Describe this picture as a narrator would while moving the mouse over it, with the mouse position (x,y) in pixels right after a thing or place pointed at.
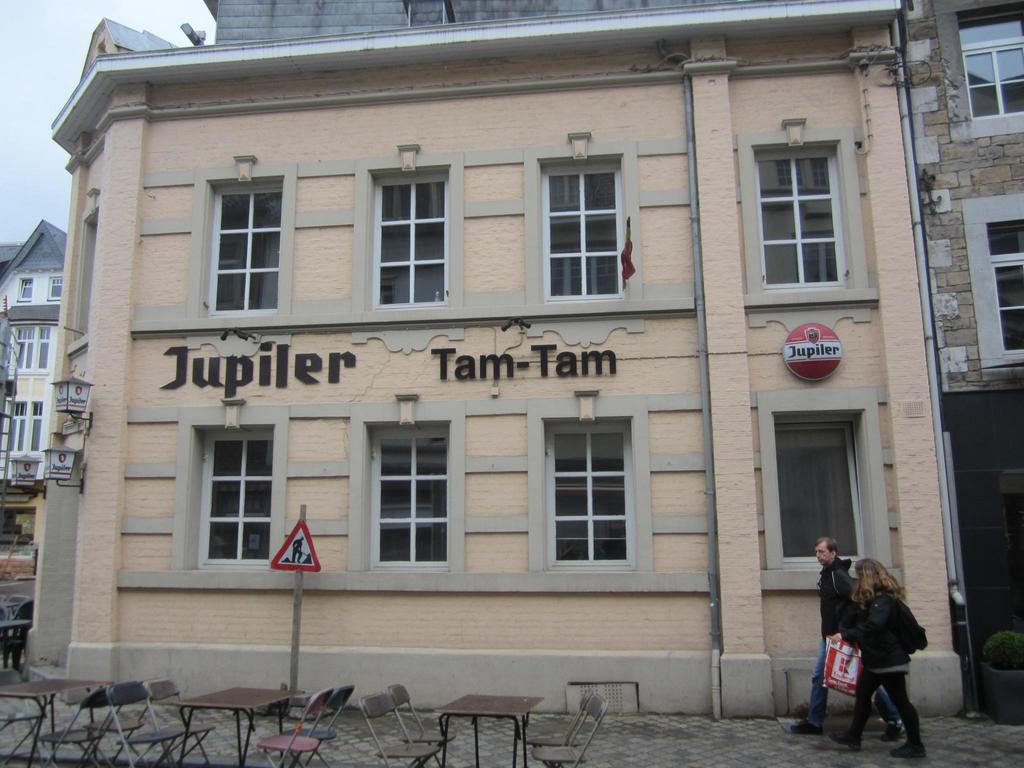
In this image we can see some buildings (410,312) and there are two people (902,691) walking on a sidewalk (57,716) and one among them is holding a cover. We can see some tables (239,742) and chairs (168,748) and there is a pole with a signboard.
